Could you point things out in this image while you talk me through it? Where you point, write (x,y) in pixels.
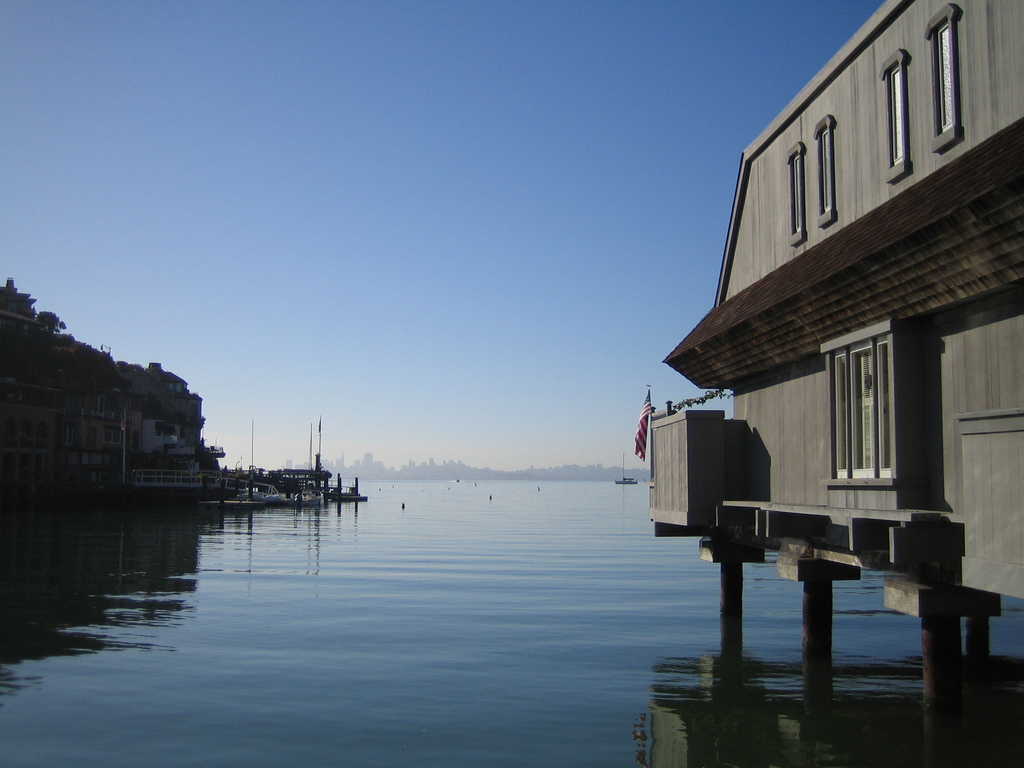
On the right side of the image (784,497) we can see flag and house (871,479) on the water (783,631). On the left side of the image (80,433) we can see hill (1,361), houses (45,440) and boats (268,499). In the background (443,555) we can see water (455,546), buildings (458,466) and sky (377,302).
